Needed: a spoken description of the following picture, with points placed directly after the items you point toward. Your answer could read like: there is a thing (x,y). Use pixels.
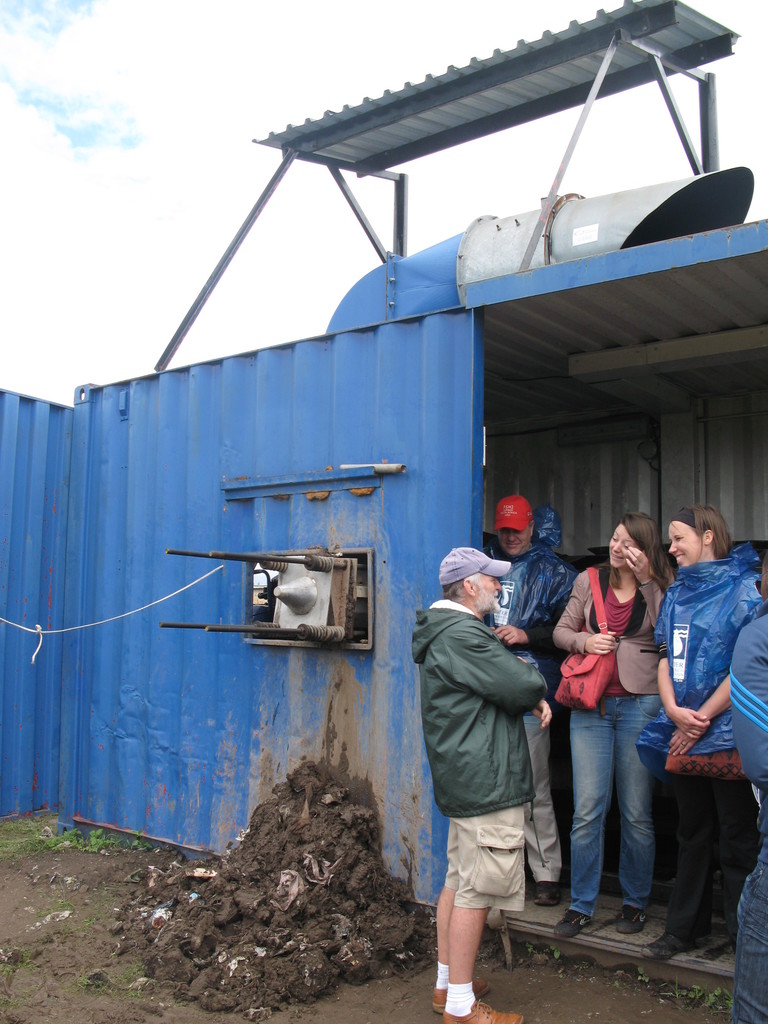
This image consists of five persons (550,863) wearing jackets (474,628) and standing. At the bottom (159,1004), there is a ground (68,1016). On the left (213,920), there is a dump (361,891). In the front (524,434), we can see a metal cabin (537,469) in blue color. At the top (227,97), there are clouds (180,90) in the sky (141,103).
